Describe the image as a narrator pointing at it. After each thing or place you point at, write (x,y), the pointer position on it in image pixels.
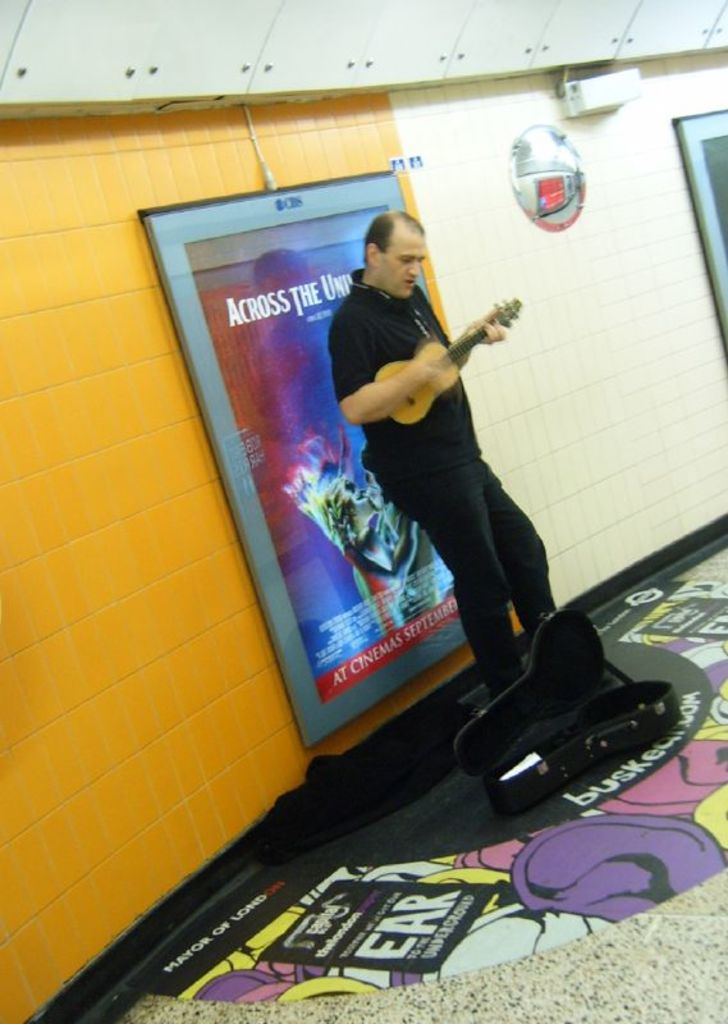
The image is taken inside the room (715,343). In the image there is man (391,341) holding a guitar (429,388) and playing it, in background (226,402) there are some hoardings (312,294), tiles (467,216). At bottom (666,683) there is a suitcase (666,683) and mat (537,854).
